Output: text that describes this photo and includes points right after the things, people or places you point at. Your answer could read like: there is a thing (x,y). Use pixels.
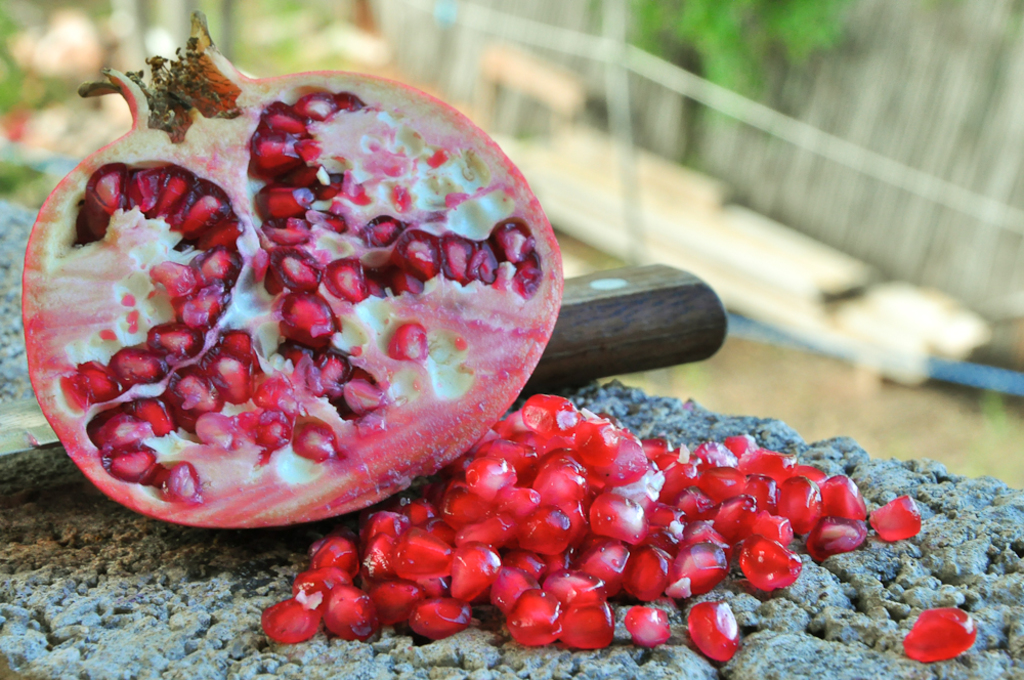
In the image we can see a half piece of pomegranate (260,277). Here we can see the knife (22,439) and grains of pomegranate (446,535) and the background (725,265) is blurred.
